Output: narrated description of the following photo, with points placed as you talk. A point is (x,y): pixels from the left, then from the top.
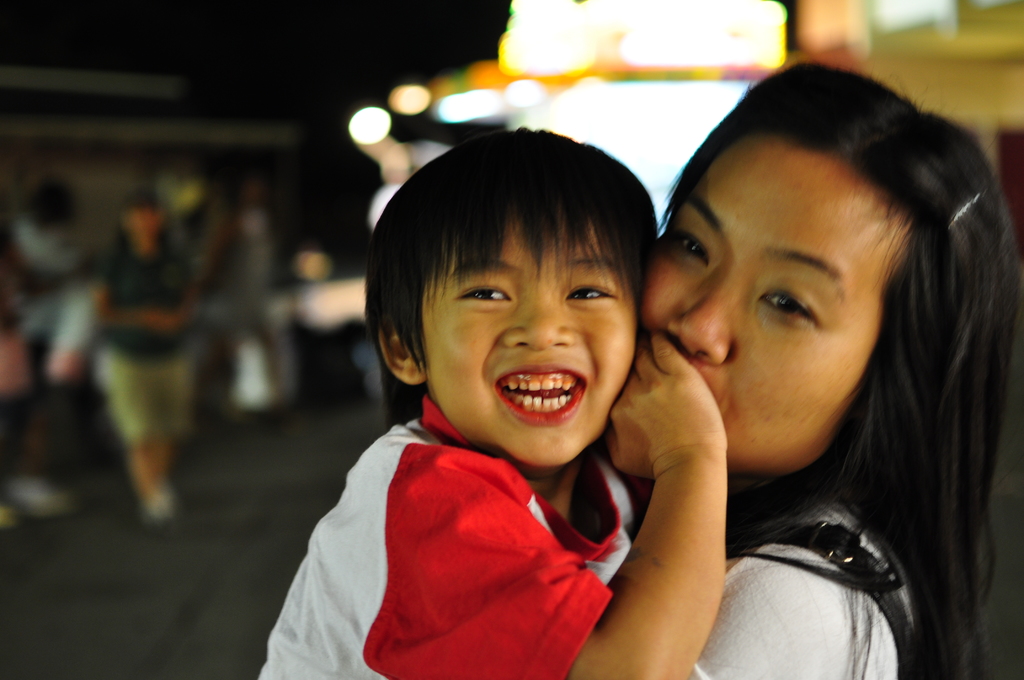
In this picture there is a woman (940,518) carrying a kid (571,521) in her hands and there are few other objects (164,258) in the background (242,178).
